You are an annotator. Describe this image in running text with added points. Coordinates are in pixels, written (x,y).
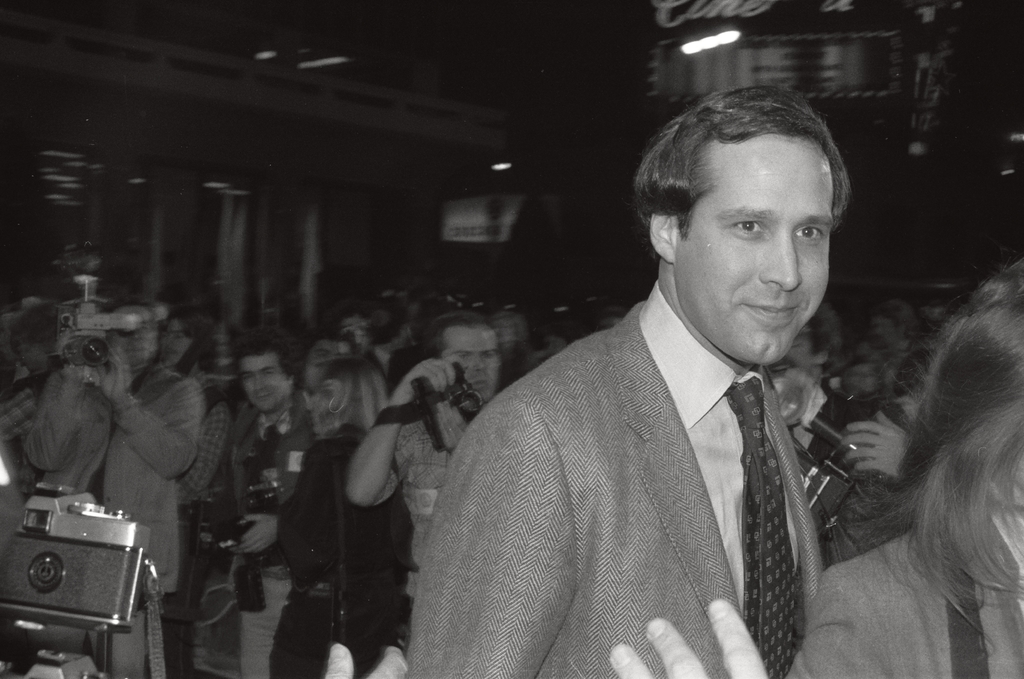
As we can see in the image, there are group of people (1021,400) standing and few of them are holding cameras (44,570) in their hands (120,368).
